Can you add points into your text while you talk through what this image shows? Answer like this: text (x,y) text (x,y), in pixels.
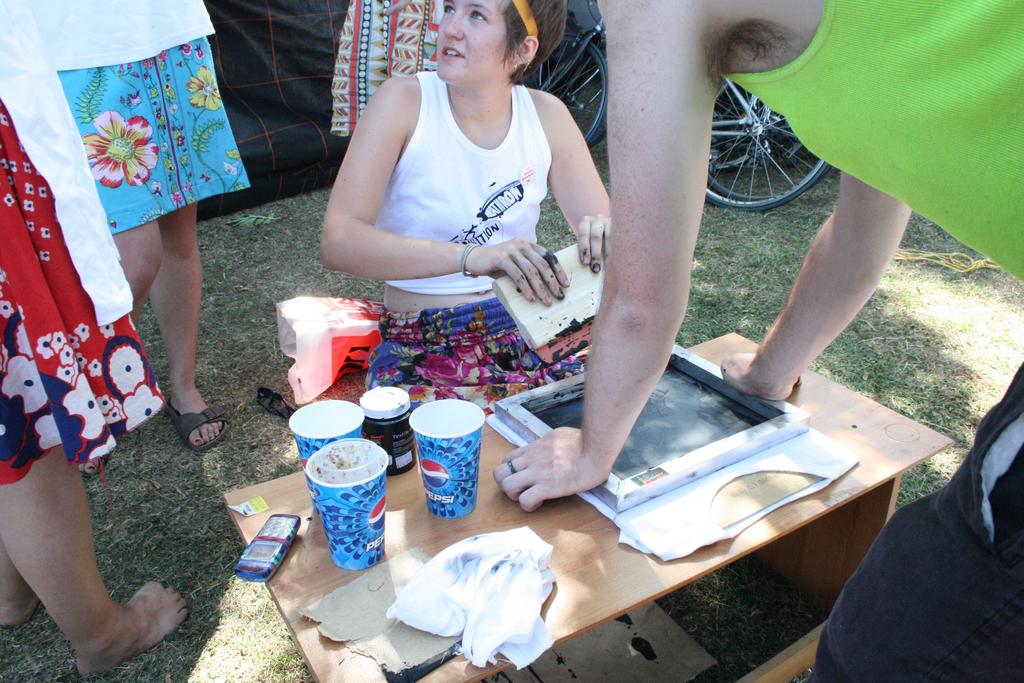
In this image there are group of people (657,204) standing, there are glasses (339,451) and some objects (793,459) on the table (396,525), a person (450,225) sitting and holding an object (576,337), there is a bicycle (580,52) and some other items (305,305).
